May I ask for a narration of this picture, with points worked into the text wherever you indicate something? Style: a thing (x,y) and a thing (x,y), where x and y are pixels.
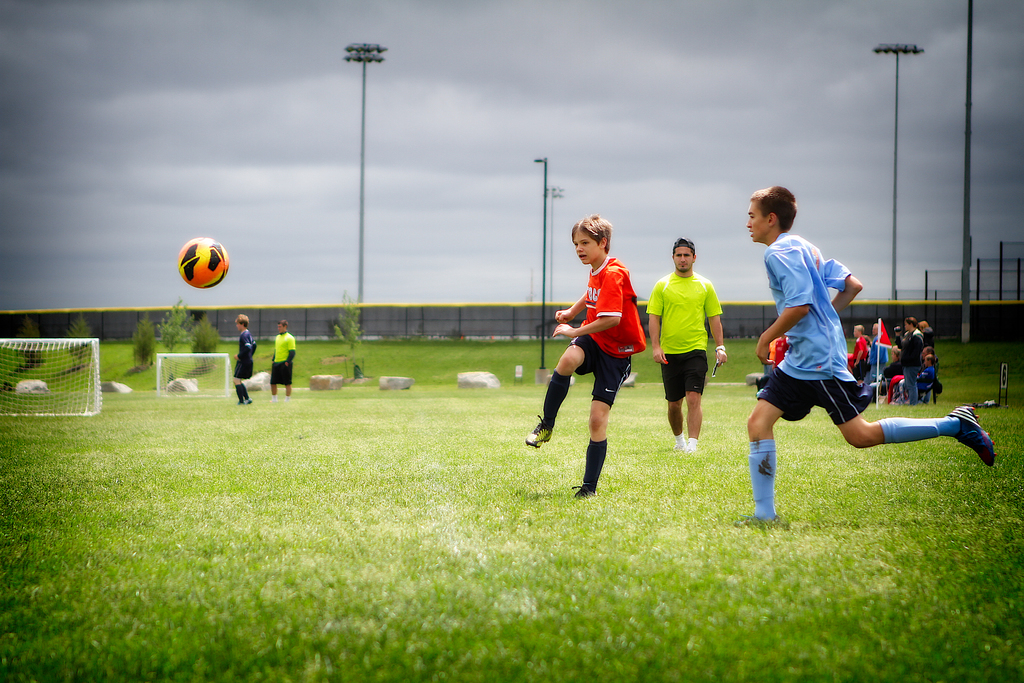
In this picture we can see two kids (629,357) running, at the bottom (552,582) there is grass (495,576), we can see some people (874,364) standing in the background (863,347), on the left side (82,382) there are two goal posts (198,367), we can see a ball (198,278) here, in the background (363,129) there are some poles (969,130) and plants (164,340), we can see the sky (558,56) at the top of the picture (558,56).
